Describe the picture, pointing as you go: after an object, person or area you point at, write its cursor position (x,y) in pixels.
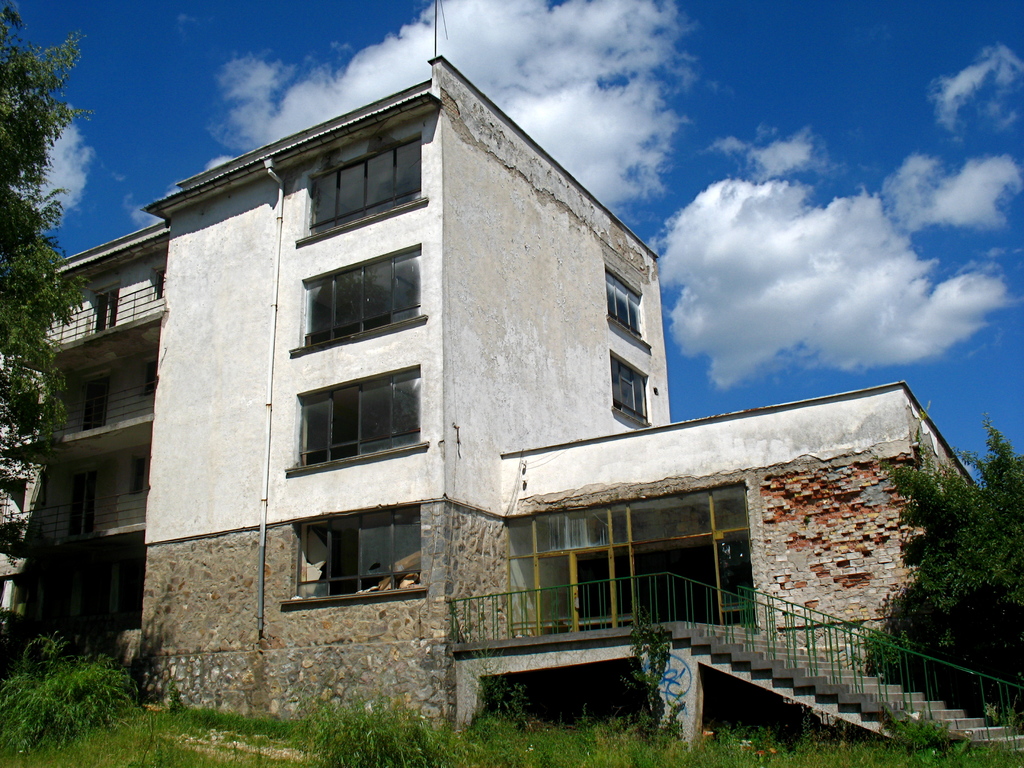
At the bottom of the picture (415,716), we see the grass (350,744). On the right side (919,596), we see a tree (935,617), staircase (827,659) and stair railing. On the left side (69,191), we see a tree (20,370). In the background (273,363), we see a building (474,432) in white color. It has windows (306,415). At the top of the picture (644,115), we see the clouds (816,297) and the sky (818,185), which is blue in color.
